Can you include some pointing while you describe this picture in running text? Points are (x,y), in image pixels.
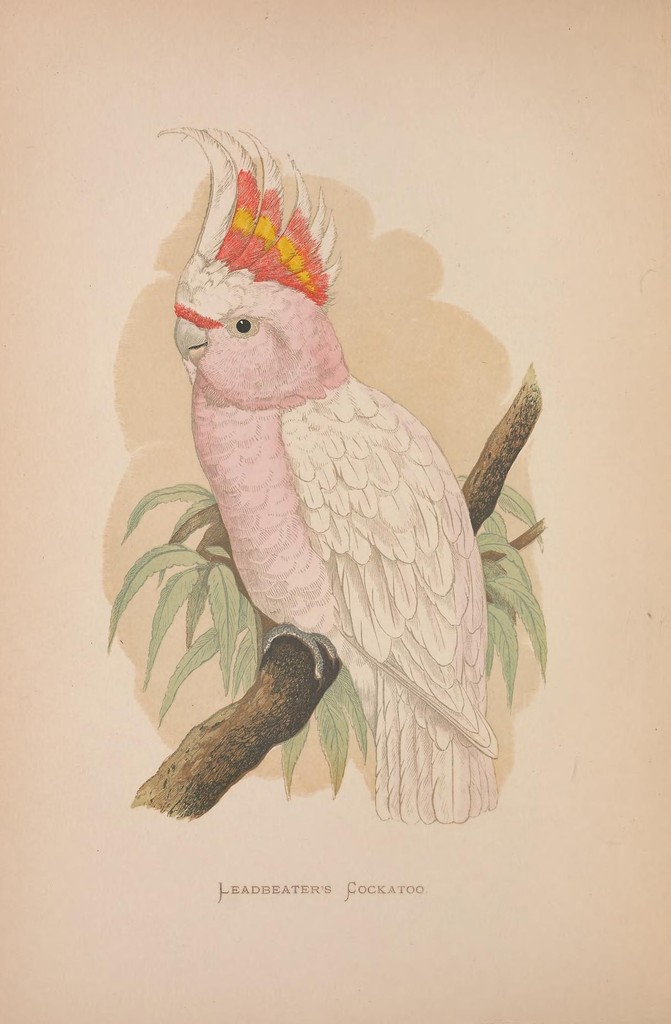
In this image I can see a painting (343,510) of a bird (298,465) which is on a stem (271,723). There are few leaves (182,578) to the stem (255,719). At the bottom (250,888), I can see some text (359,893). The background (95,923) is in white color.
